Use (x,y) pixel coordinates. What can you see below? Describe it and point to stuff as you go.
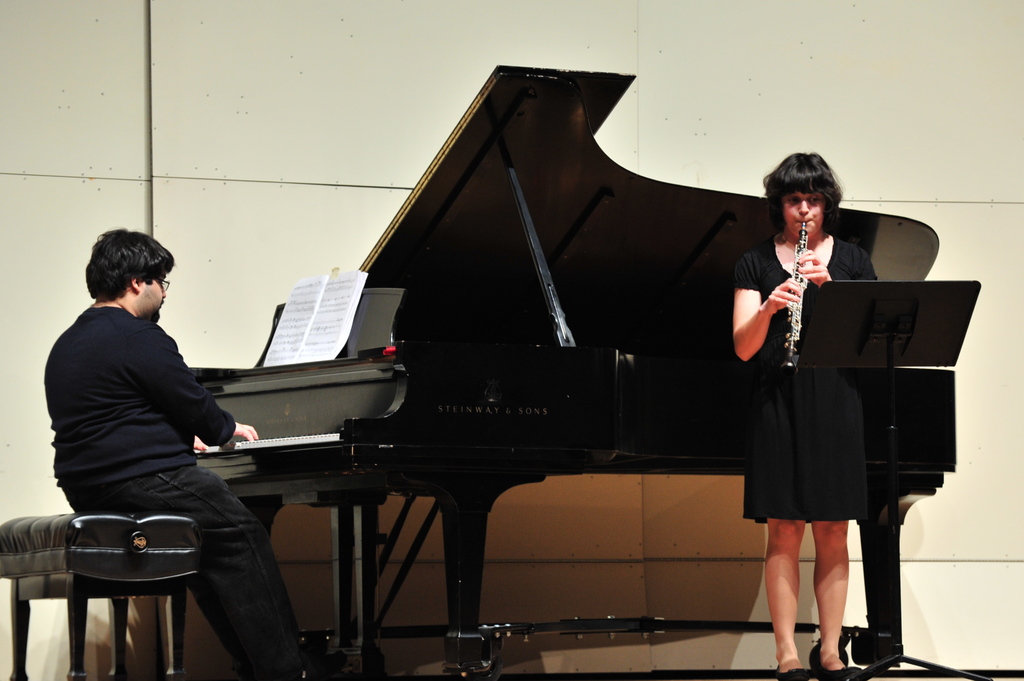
In the image there is a woman (803,219) playing oboe (802,282) on right side (816,472), she wore black dress (777,271), on the left side (123,326) there is a man (229,592) sitting on bench (113,533) playing piano (554,385), behind them there is a wall (560,57).
